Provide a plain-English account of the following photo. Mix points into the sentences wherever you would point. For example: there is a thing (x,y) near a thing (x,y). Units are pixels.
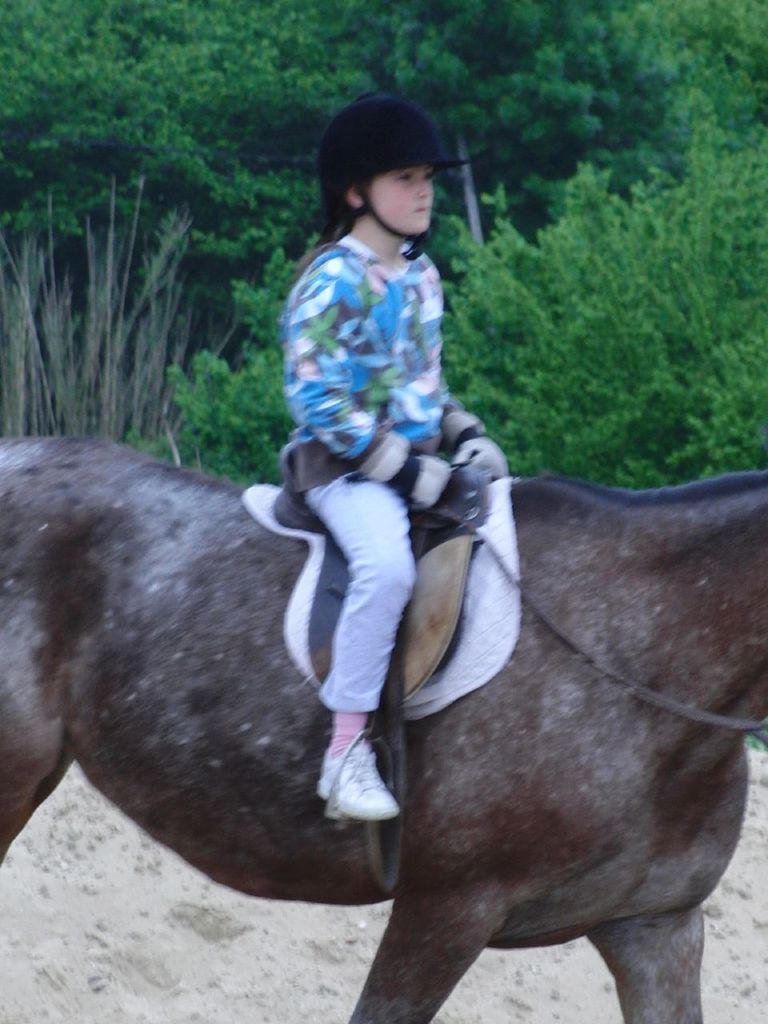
Here we can see a girl (343,171) sitting on an animal (505,809). In the background (15,176) there are trees (631,441).
